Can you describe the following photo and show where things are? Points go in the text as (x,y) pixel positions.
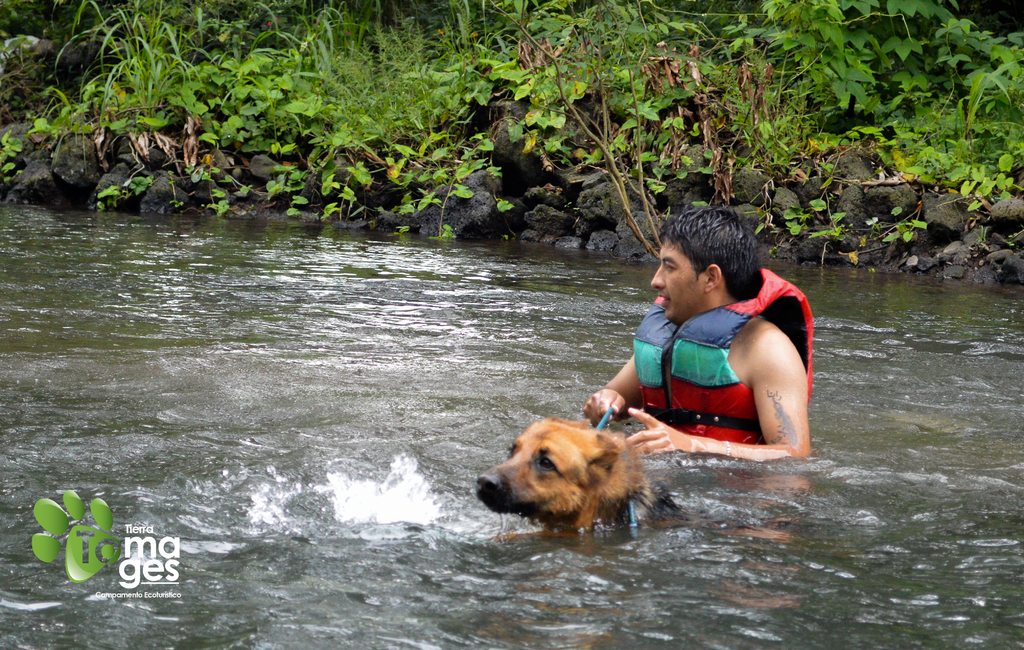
In this picture there is a person (763,394) in water (619,425) is wearing a life jacket (701,385) and holding a belt (598,433) which is attached to the dog (612,453) in front of him and there are few plants (543,50) in the background (355,55) and there is something written in the left bottom corner (100,551).
